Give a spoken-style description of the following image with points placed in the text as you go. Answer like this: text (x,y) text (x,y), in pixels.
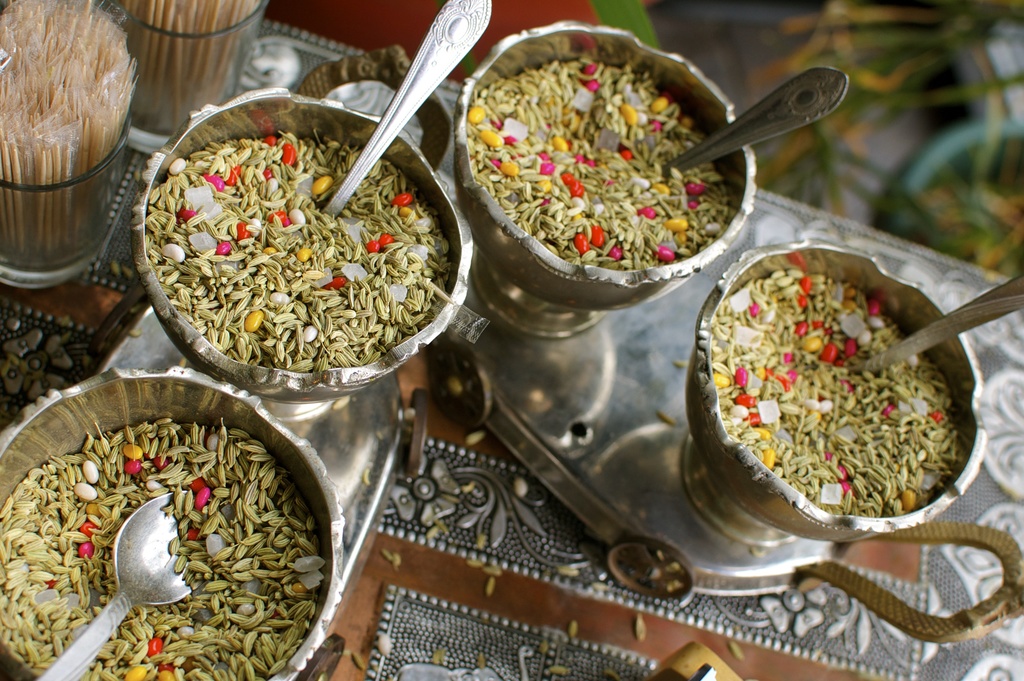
In this image, we can see few bowls (315,399) filled with mouth fresheners (193,462) and spoons (164,577). These are placed on the tray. Left side (192,32) top corner, we can see toothpicks (89,91) in two glasses (164,25).
